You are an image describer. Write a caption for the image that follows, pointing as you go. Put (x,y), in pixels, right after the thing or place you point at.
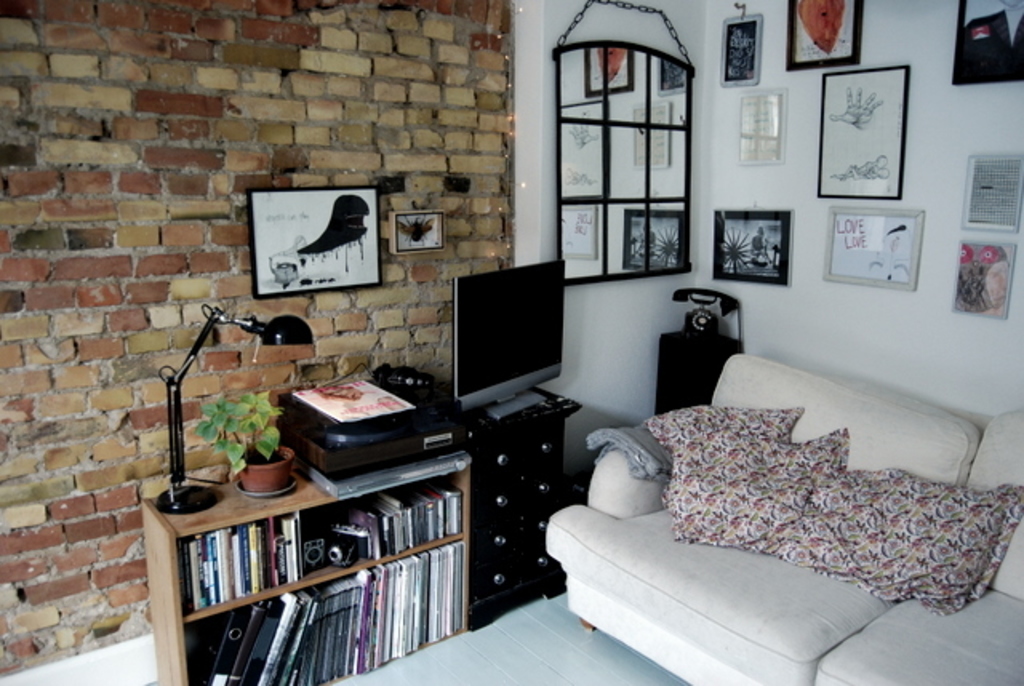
There are pillows (698,447) on the sofa (758,582). Beside the sofa (582,512), there is a monitor (517,397) and cupboard (511,436). Next to the monitor (464,369), there are books (377,578) in the shelf (270,506). On top of the shelf (305,488), there is pot plant (247,420), light (288,328). In the background (251,236), there is a wall (459,103), photo frame (326,229) on the wall (308,180), mirror (608,188), photo frames (831,118) on the wall (921,119) and a telephone (696,311) on the cupboard (695,378).
